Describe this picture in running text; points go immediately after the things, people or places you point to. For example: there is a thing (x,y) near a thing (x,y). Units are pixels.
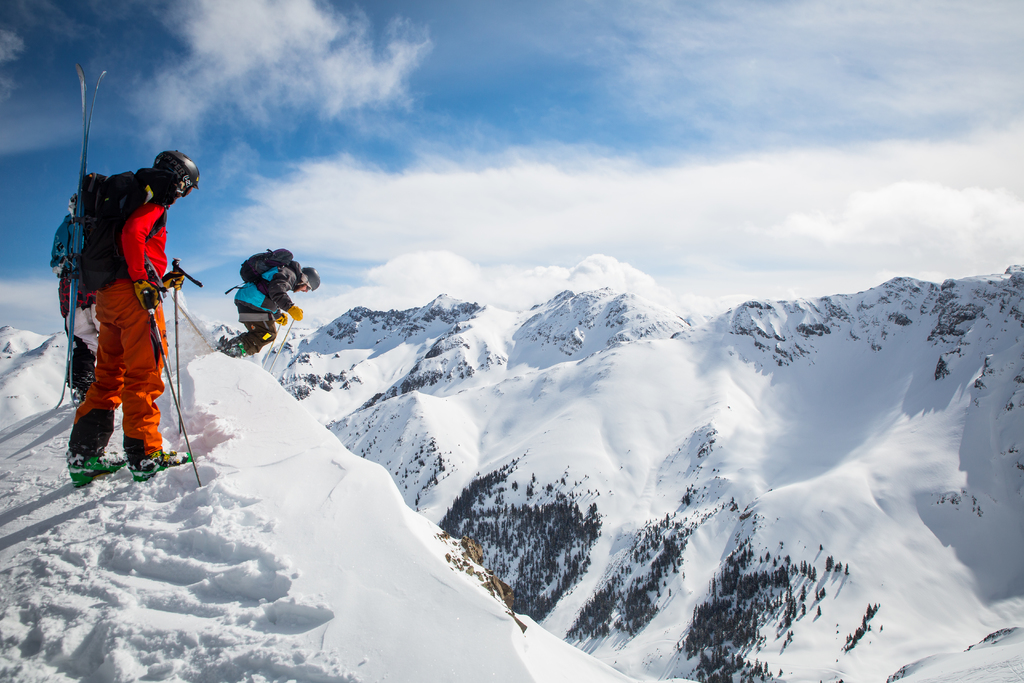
In this image I can see some snow (258,581) and few persons (147,194) wearing orange, black and blue colored dresses (133,397) are standing on the snow (251,384). In the background (442,395) I can see few mountains (503,352) with snow (504,320) on them and the sky (636,101).
